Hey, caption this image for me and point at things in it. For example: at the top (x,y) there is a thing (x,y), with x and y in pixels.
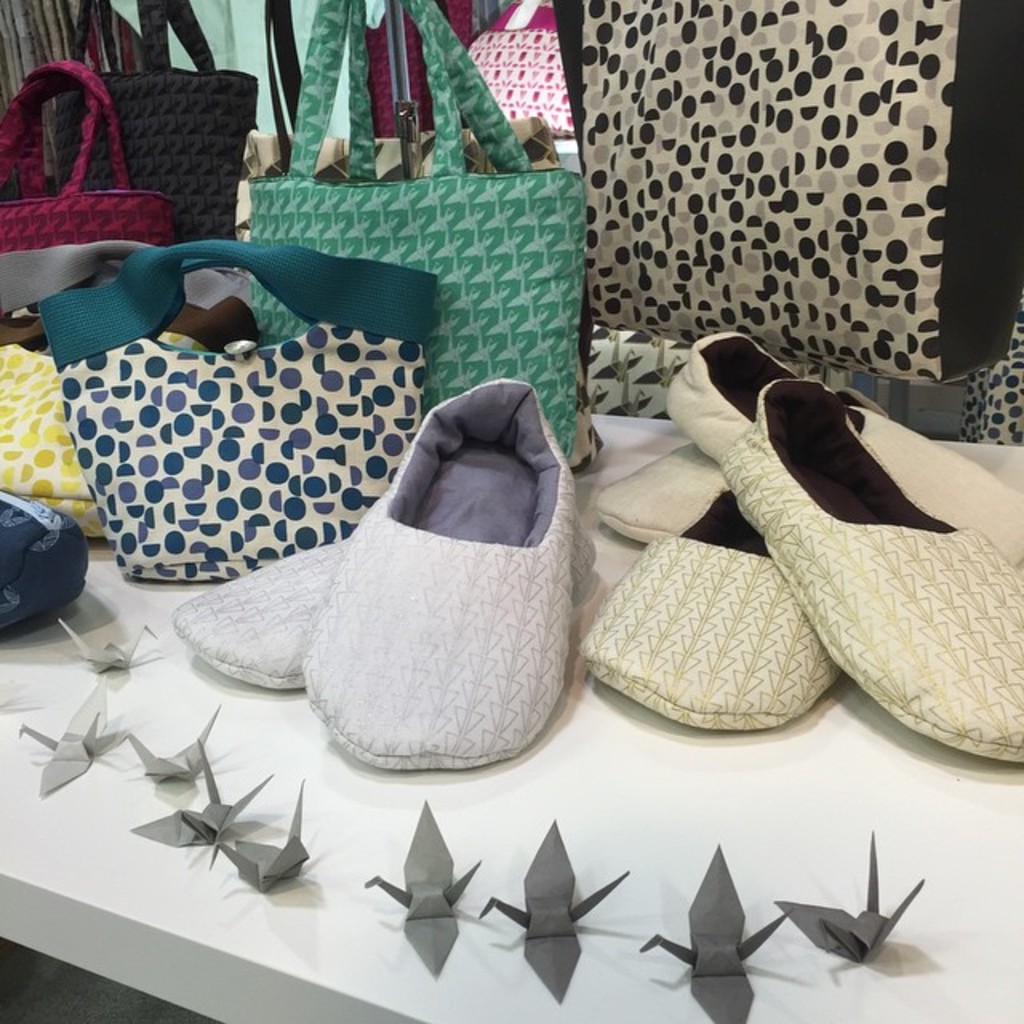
In this picture we can see bags (629,14) and footwear (749,728) on the table (938,913).
